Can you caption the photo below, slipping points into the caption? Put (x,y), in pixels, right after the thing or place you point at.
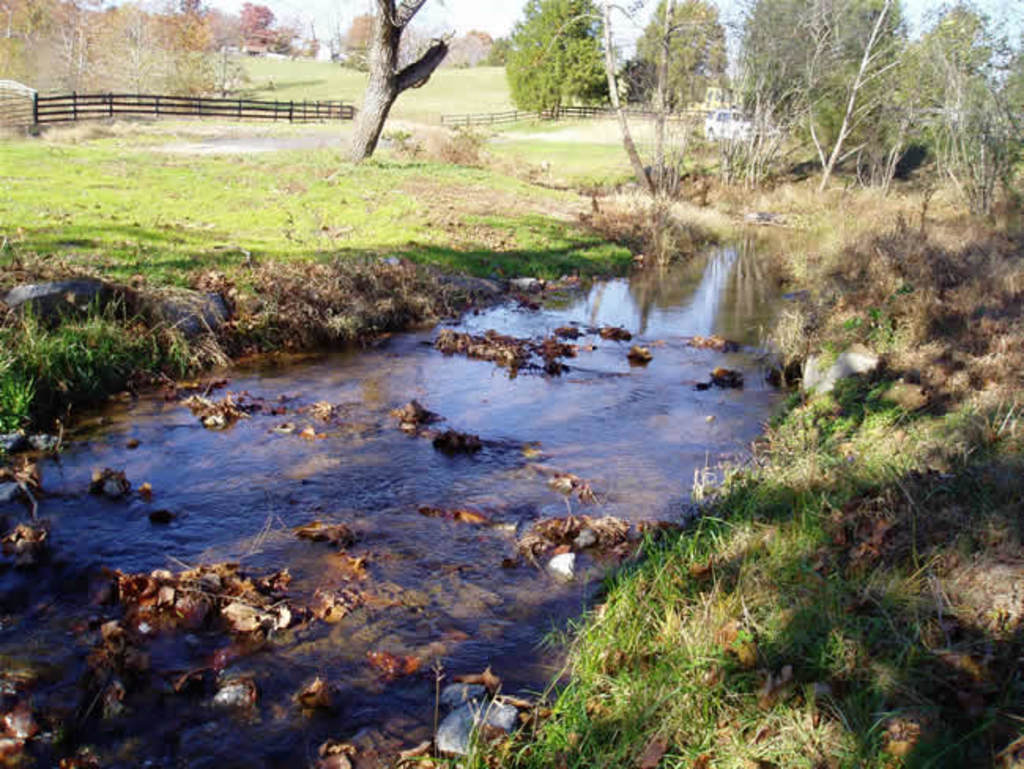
In this image there is the water (349,569) flowing in the center (531,354). There are dried leaves (460,451) and dried grass (571,483) in the water (497,486). On the either sides of the water (725,318) there's grass (911,422) on the ground (911,422). In the top left (61,105) there is a fence (273,102). In the background (574,48) there are trees (554,91) and a car (724,114). At the top (470,8) there is the sky (470,8).
